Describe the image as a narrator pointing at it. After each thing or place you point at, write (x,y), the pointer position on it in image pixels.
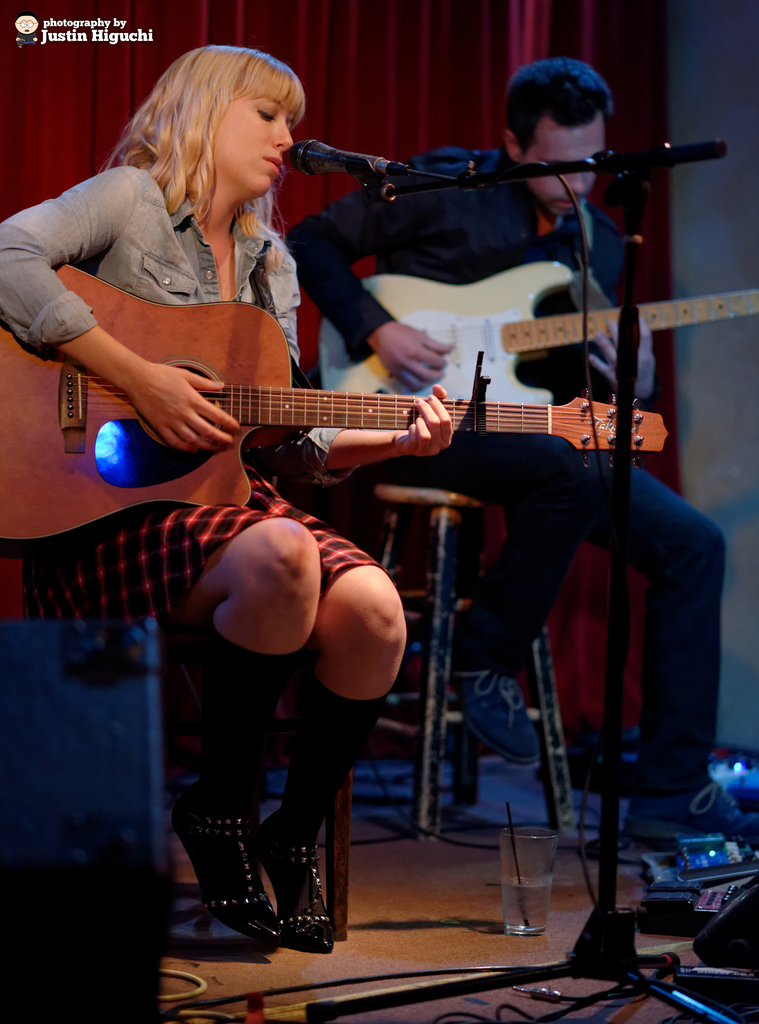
In this picture we can see man (342,267) and woman (225,246) holding guitars (152,327) in their hand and playing and in front of them we have mics (621,580) and glasses (530,893).
